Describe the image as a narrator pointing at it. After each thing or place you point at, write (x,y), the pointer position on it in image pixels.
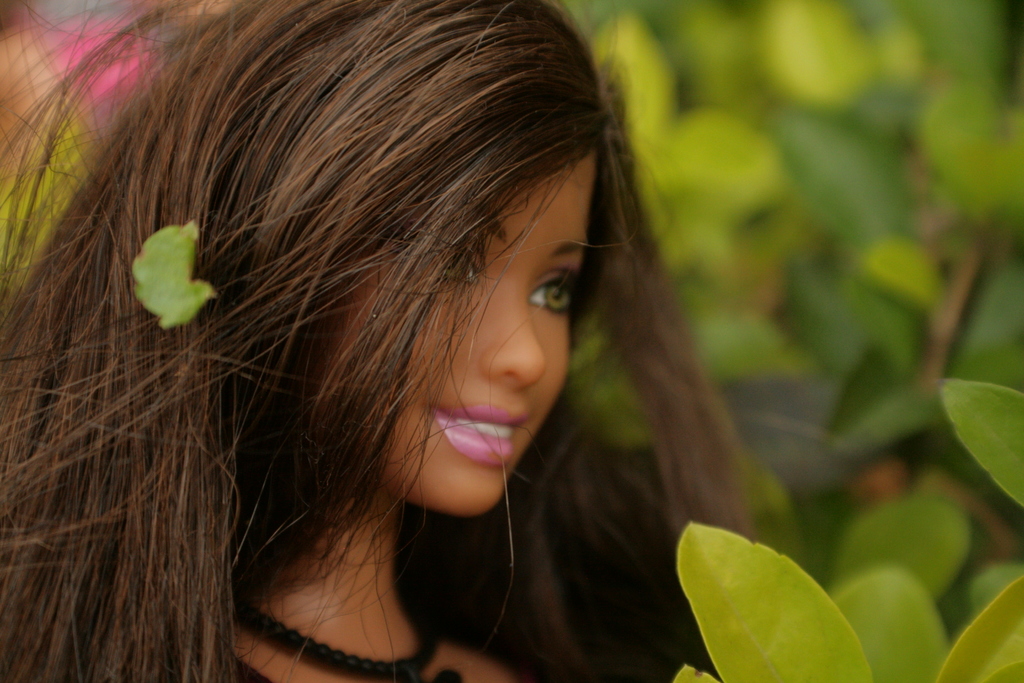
In this picture I can see a doll (493,68), there are leaves (730,661) and there is blur background (1,40).
